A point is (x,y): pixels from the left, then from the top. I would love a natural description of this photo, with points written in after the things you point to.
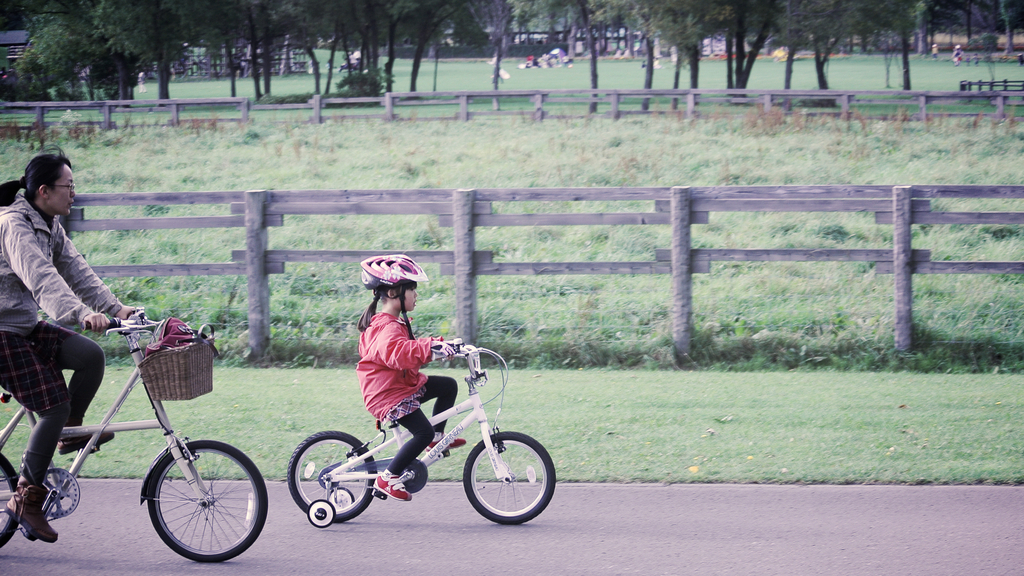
This picture might be taken from outside of the city. In this image, on the left side (8,276), we can see a woman (69,351) riding a bicycle (106,324). In the middle of the image (395,366), we can see a girl (401,366) riding a bicycle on the road (446,499). In the background (211,222), we can see wood fence (260,232), trees (717,3), a group of people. At the bottom (368,412), we can see some plants (672,346), grass (786,426) and a road (656,506).
